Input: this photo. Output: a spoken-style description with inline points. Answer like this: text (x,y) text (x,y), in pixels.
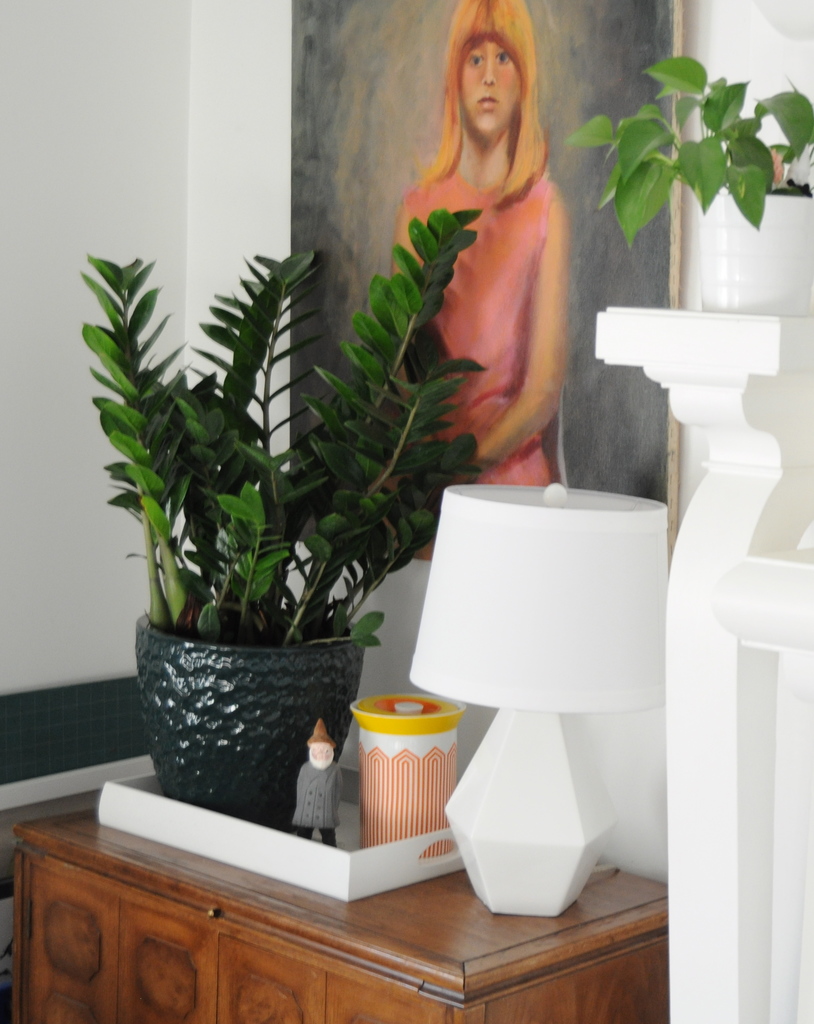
In the given picture there is a table (270,906) on which a tray (150,834) is placed. In the tray (275,868) there is a plant (266,577). Behind the plant (342,502), there is a painting (485,150) which is attached to the wall (297,554). We can observe a lamp (545,596) and a plant (712,181) here.
